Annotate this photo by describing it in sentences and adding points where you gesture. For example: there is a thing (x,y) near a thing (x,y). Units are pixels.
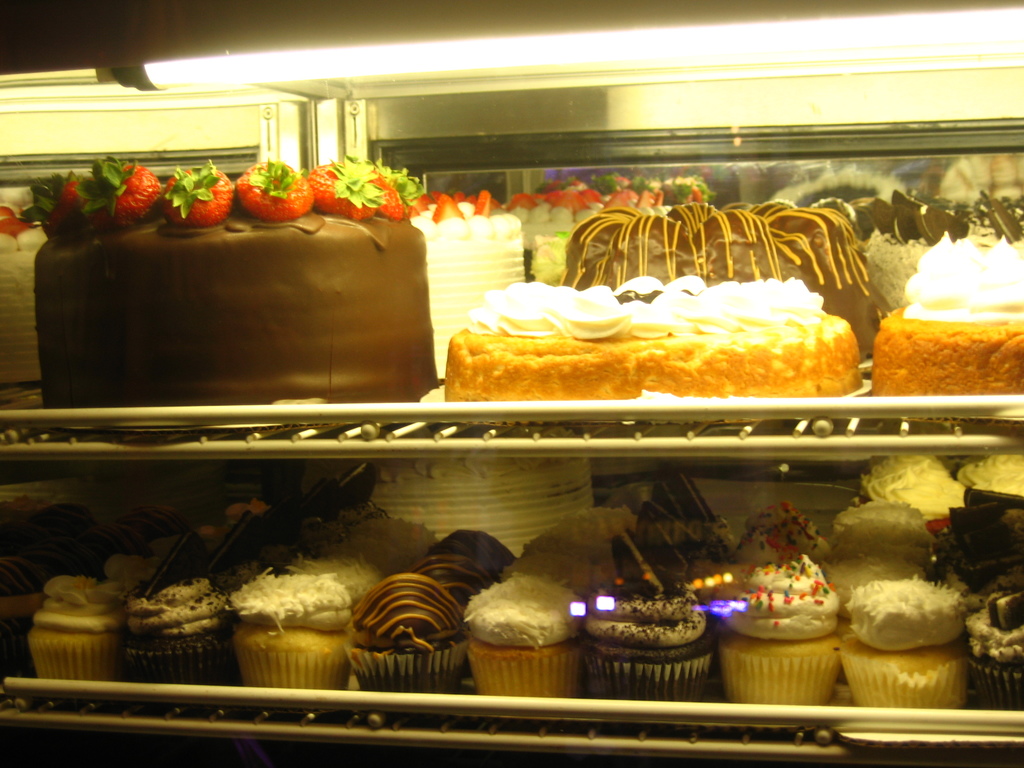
In this image I can see number of cakes (382,327) and a light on the top side (638,53). On the bottom side of this image (902,525) I can see number of cupcakes (417,576).
